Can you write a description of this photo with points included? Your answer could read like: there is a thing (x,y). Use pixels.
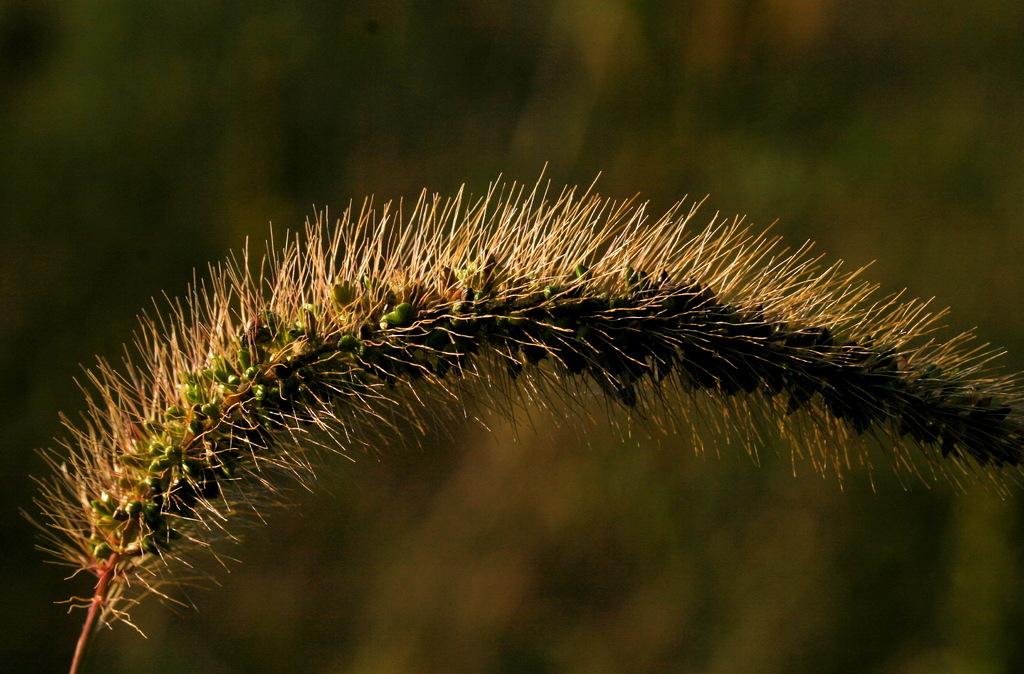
In this picture there is a type of the plant (389,303). Behind there is a blur background (920,108).
